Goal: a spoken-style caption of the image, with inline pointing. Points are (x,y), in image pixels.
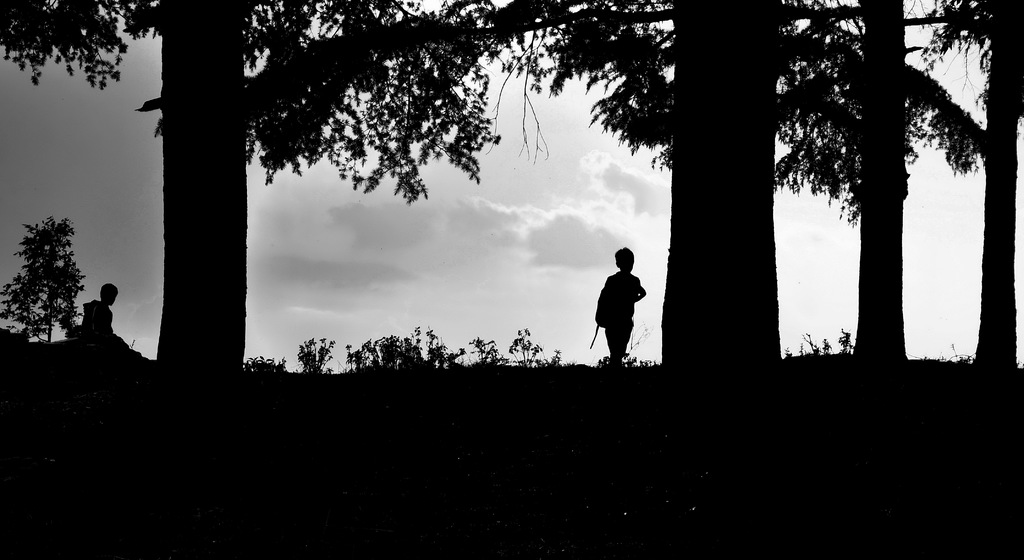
In the center of the image (625,318) we can see a person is standing and the person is wearing some objects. And we can see plants (56,308) and trees (876,321). In the background (665,185) we can see the sky (493,192) and clouds (475,205).
